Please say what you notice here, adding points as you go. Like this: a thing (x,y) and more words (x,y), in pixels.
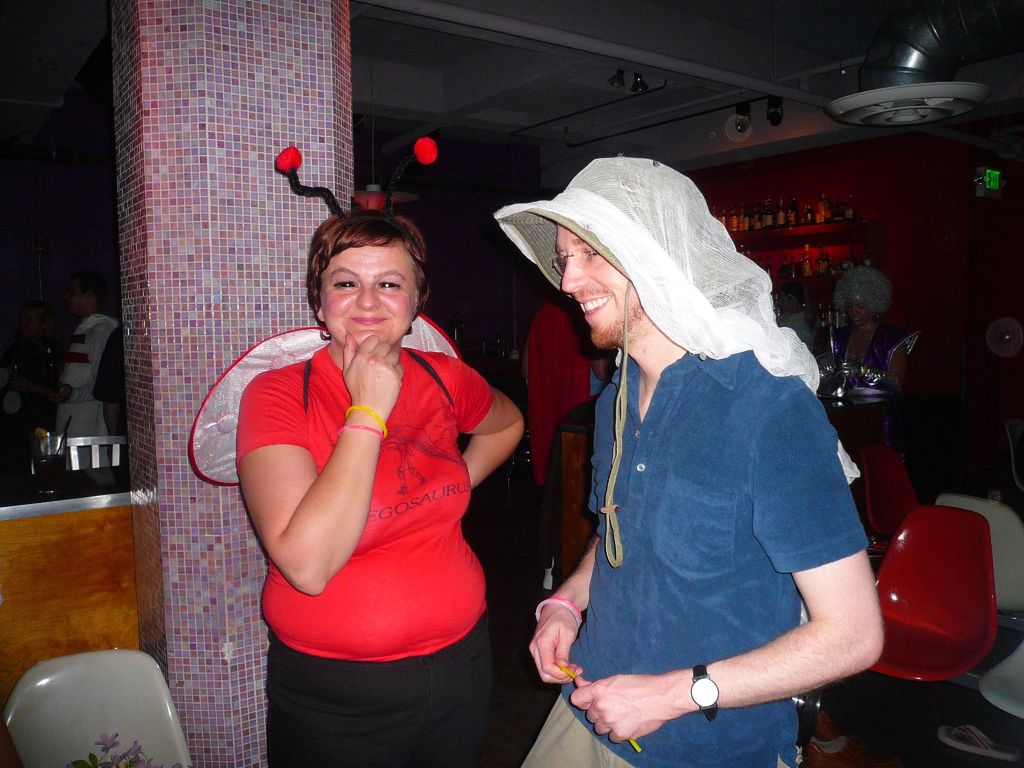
In this image I can see one woman (423,491) and one man (720,507). The woman (327,440) is wearing red color t-shirt (340,416) and the man (617,457) is wearing blue color t-shirt (777,479). Just at the back of the woman (276,356) there is a pillar (206,224). This is an image clicked inside the room (713,710). On the right (908,610) and left side of the image (96,695) I can see some chairs (123,733). In the background (884,321) there is a woman (874,342) standing, at the back of her few bottles (787,267) are arranged in a rack (802,254).
